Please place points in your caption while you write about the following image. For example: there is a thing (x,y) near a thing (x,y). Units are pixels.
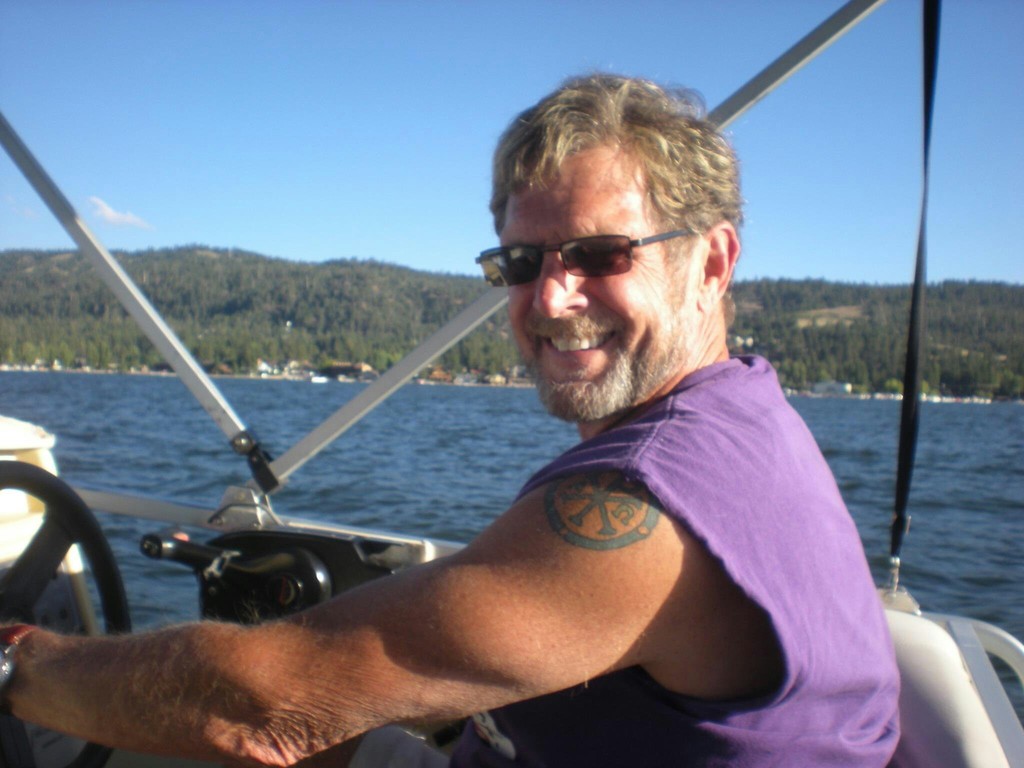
In this picture we can see a boat (399,555) on water (132,578), here we can see a person (424,592), he is smiling and in the background (986,4) we can see trees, sky (875,242) and some objects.
